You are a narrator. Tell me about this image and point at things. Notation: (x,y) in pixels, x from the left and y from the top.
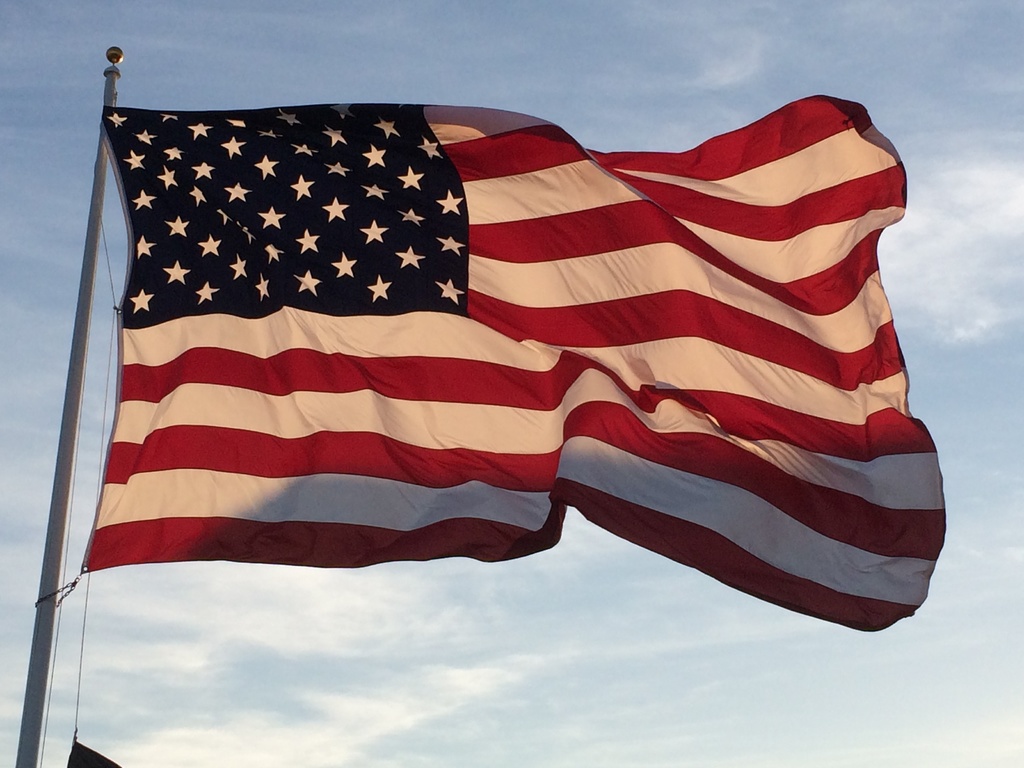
In this picture we can see the American flag (494,374) here, on the left side (33,708) there is a flag post (50,521), in the background (494,663) there is the sky (458,678).
